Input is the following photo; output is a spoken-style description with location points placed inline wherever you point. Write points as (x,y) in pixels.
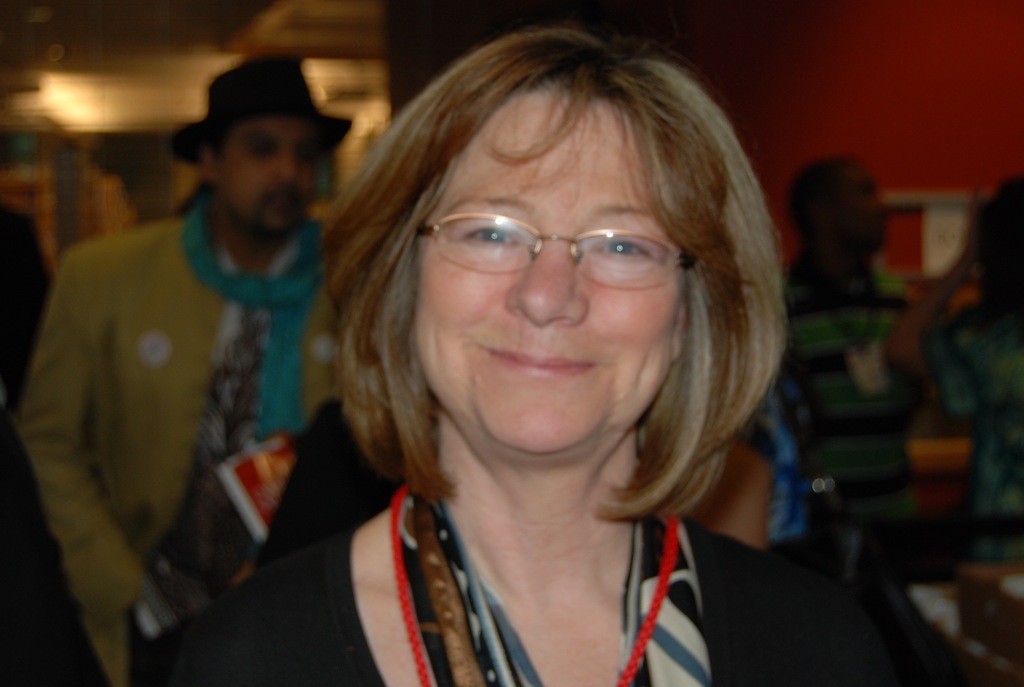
In this picture I can see there is a woman (840,611) standing here and smiling and there are some men (230,291) standing in the backdrop (224,304) and there is a red color wall (777,82) in the backdrop (786,65). There are some lights (98,105) attached on the ceiling (17,119).
